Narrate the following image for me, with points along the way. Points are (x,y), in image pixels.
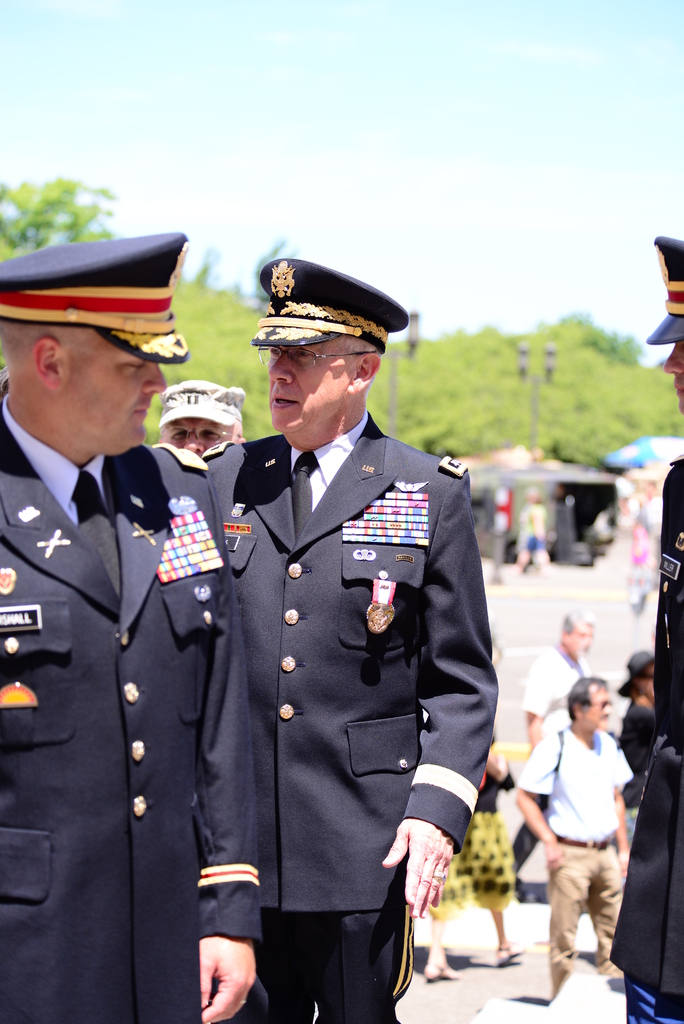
In the background (642,215) We can see the sky (642,215) and it seems like a sunny day. In this picture we can see trees (663,400), poles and we can see people (542,503) on the road (514,832). This picture is mainly highlighted with men (678,497) wearing uniform (218,517) and they are standing.
